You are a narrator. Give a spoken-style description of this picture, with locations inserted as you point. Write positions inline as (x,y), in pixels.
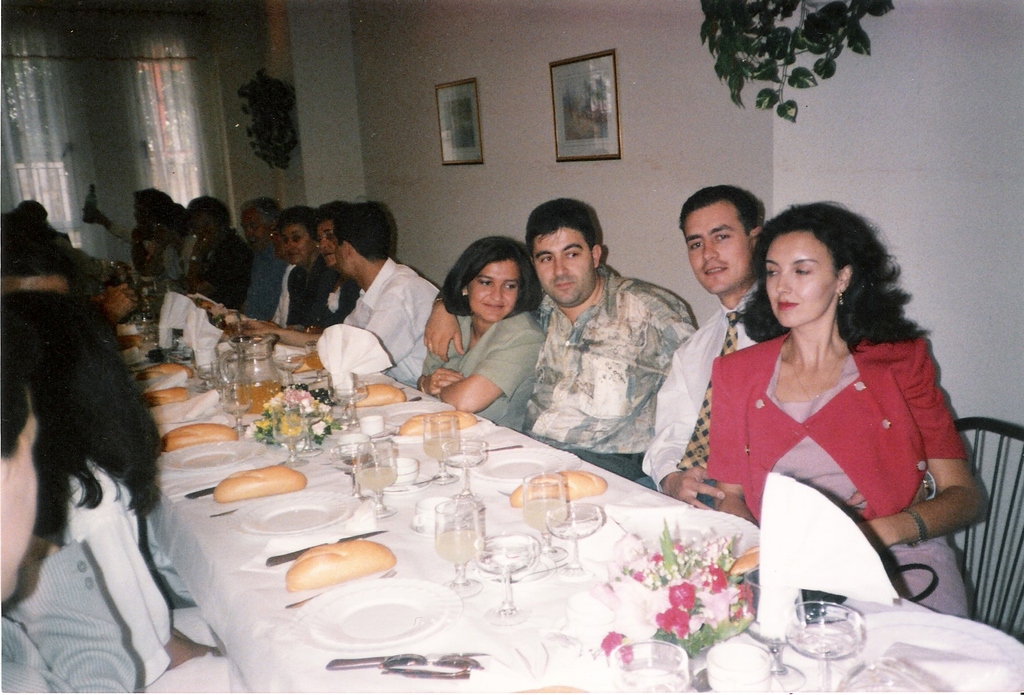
In this image we can see there are people (399,358) sitting on the chairs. There are glasses (508,573), plates (408,596), house plants (688,626) and objects (355,570) on the table (533,684). There are frames (568,149) on the wall (513,135).
